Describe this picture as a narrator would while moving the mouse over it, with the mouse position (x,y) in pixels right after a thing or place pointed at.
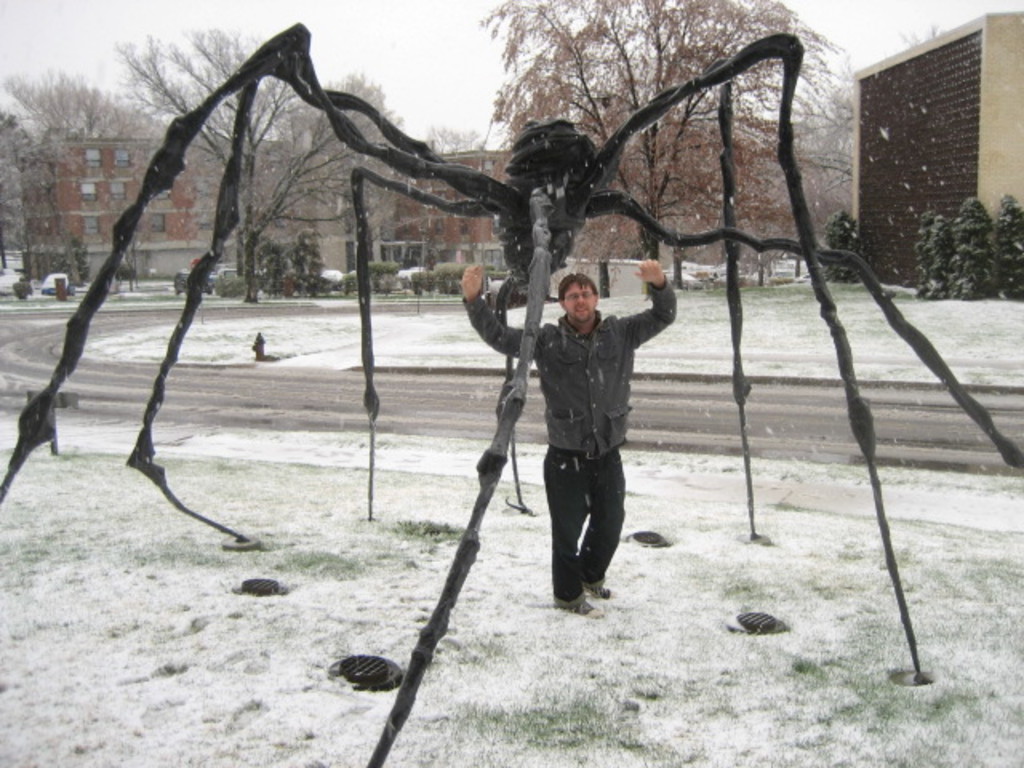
There is a person (471,290), snow (428,319) and a model of an insect (505,186) in the foreground area of the image (474,325), there are vehicles (401,268), trees (757,207), buildings (198,160) and the sky (177,2) in the background (259,112).
